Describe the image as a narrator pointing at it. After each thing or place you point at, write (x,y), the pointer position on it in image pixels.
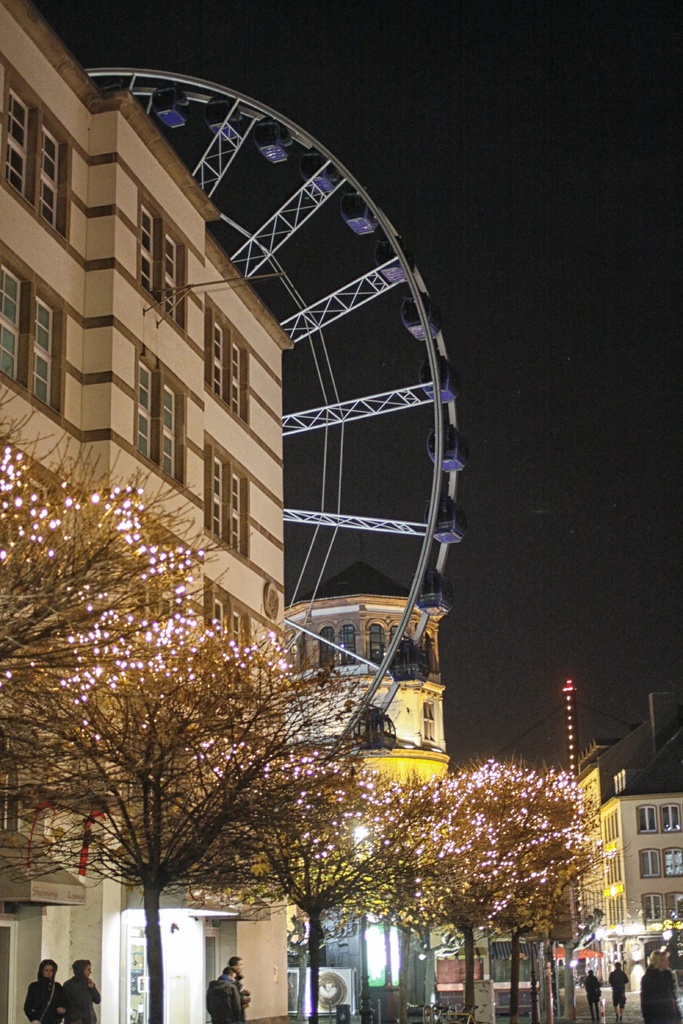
In this image I can see few plants (17,532) decorated with lights (446,822) and I can see few persons (655,978) standing. Background (132,347) I can see few buildings (121,344) in cream, brown and white color and I can also see the giant wheel (410,469). The sky (502,309) is in black color.
